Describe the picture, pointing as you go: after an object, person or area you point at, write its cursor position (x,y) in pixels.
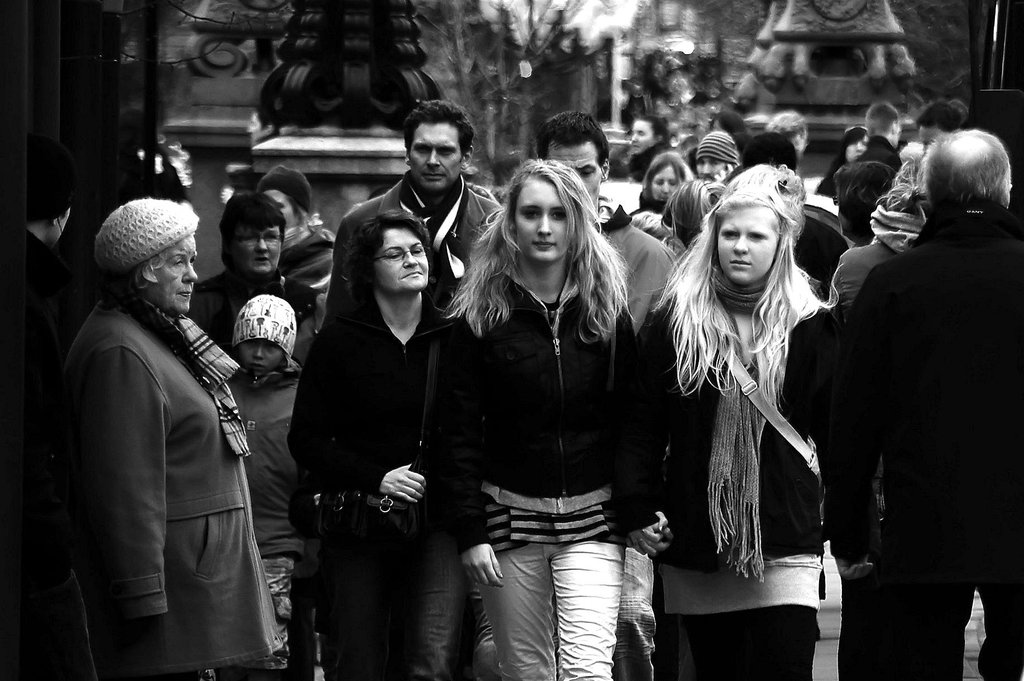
In this image in the center (507,323) there are group of persons (583,335) standing and walking. In the background (299,88) there are pillars (814,91) and there is a wall (238,136).
